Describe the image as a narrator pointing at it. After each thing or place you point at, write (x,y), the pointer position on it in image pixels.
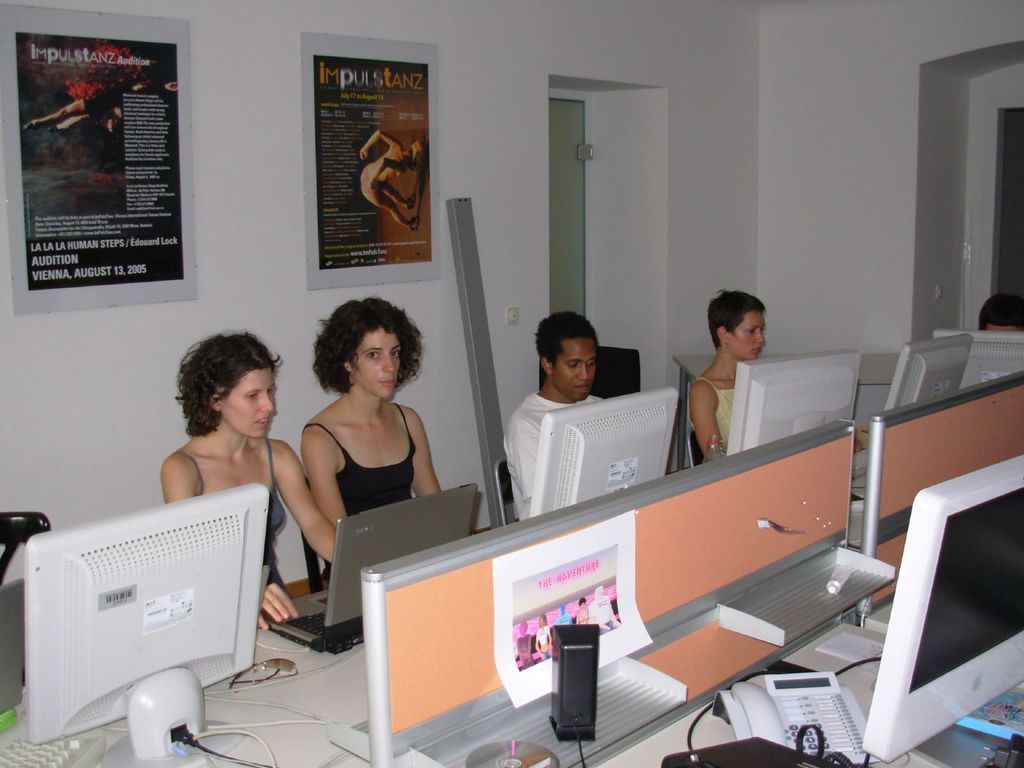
There are 4 people (273,547) at here sitting on the chairs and working in the systems (646,452) behind them there is a wall (525,372) and some posters (415,250). She is wearing a black color dress (402,463) here is a man (524,417) he is wearing a white color T-shirt (525,400).
